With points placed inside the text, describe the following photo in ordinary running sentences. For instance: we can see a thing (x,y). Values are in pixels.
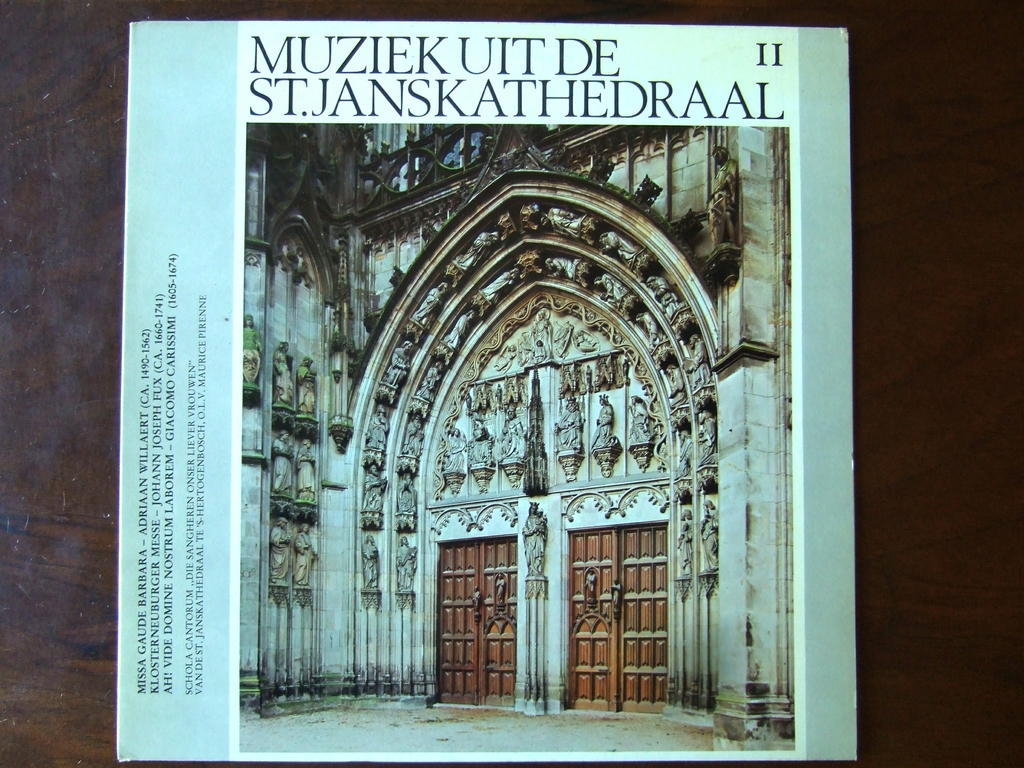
In this picture we can observe a cover page (334,369) of a book (297,411). We can observe a wall (483,413). There are carvings (404,451) on the wall (506,419). We can observe two brown color doors (478,613). There are black color words (347,63) on this cover page (162,261). The background (44,116) is dark.
